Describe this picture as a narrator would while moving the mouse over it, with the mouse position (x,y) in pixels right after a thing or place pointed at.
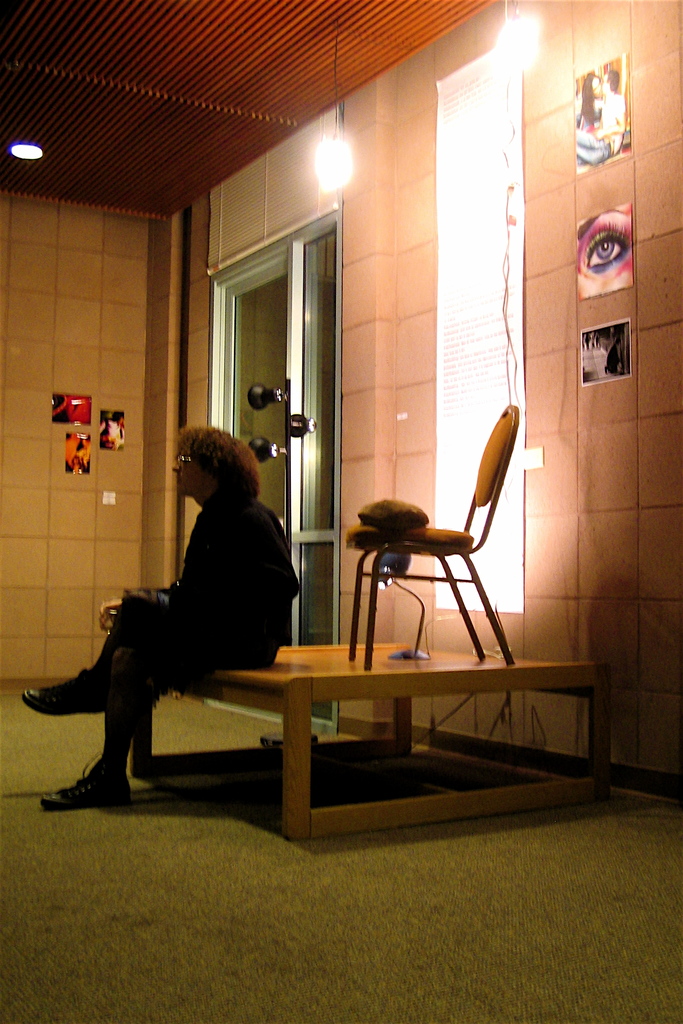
This image describes a woman (246,654) is seated on the table (364,685), and we can see a chair (374,592) a light (409,592) are on it, behind to her we can see wall (618,237) photos (593,79) and lights (330,187).
